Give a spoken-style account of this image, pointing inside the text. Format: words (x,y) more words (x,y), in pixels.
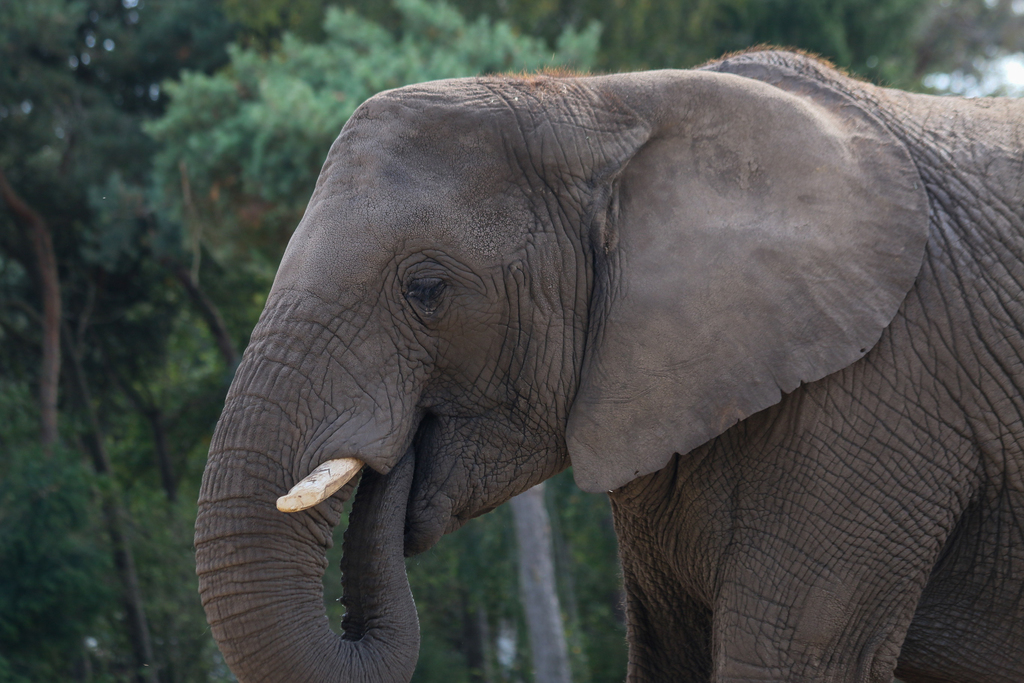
In this image I can see an elephant (470,122) and in the background (64,511) I can see number of trees (248,205). I can also see this image is little bit blurry from background (712,3).
